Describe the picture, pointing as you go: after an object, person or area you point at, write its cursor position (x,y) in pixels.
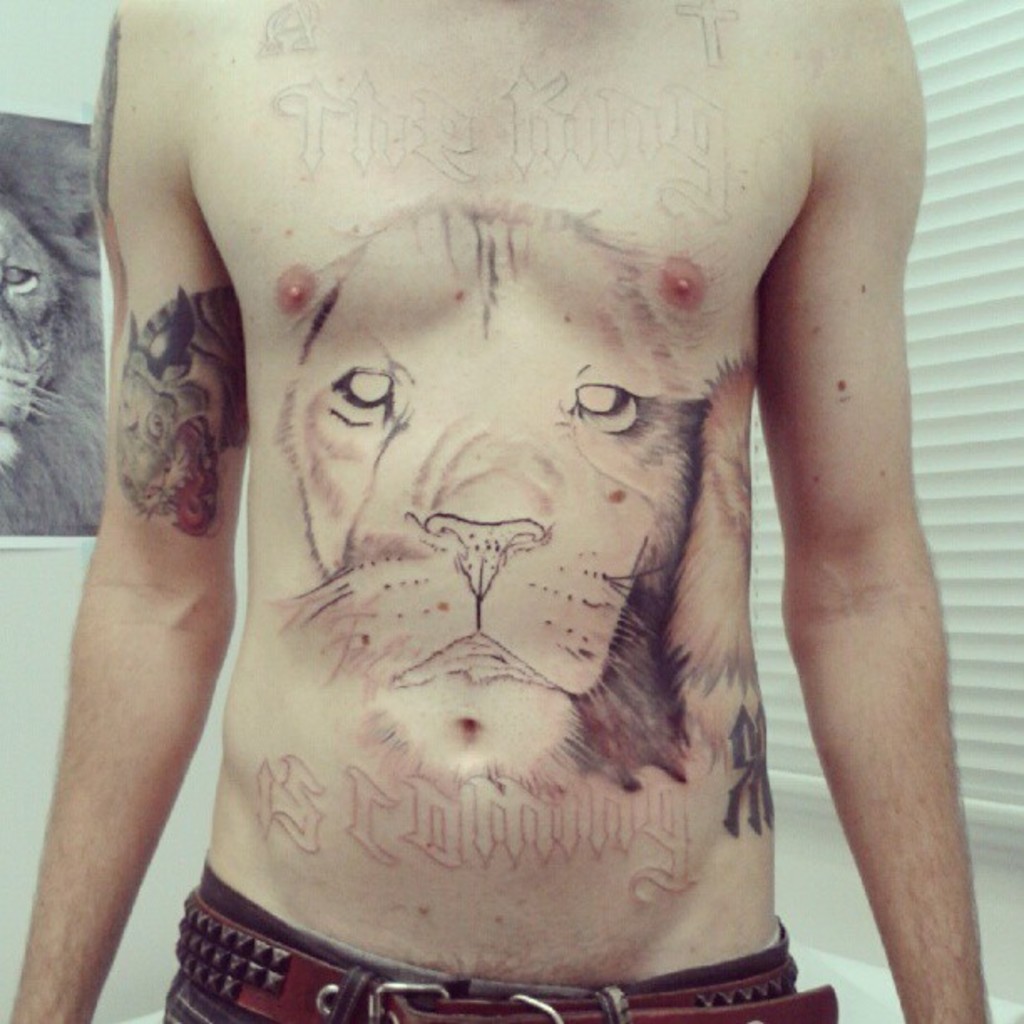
In this image I can see a few tattoos (178,318) on the person body (560,412). Back I can see a lion pamphlet (74,361) is attached to the white wall (38,655).
